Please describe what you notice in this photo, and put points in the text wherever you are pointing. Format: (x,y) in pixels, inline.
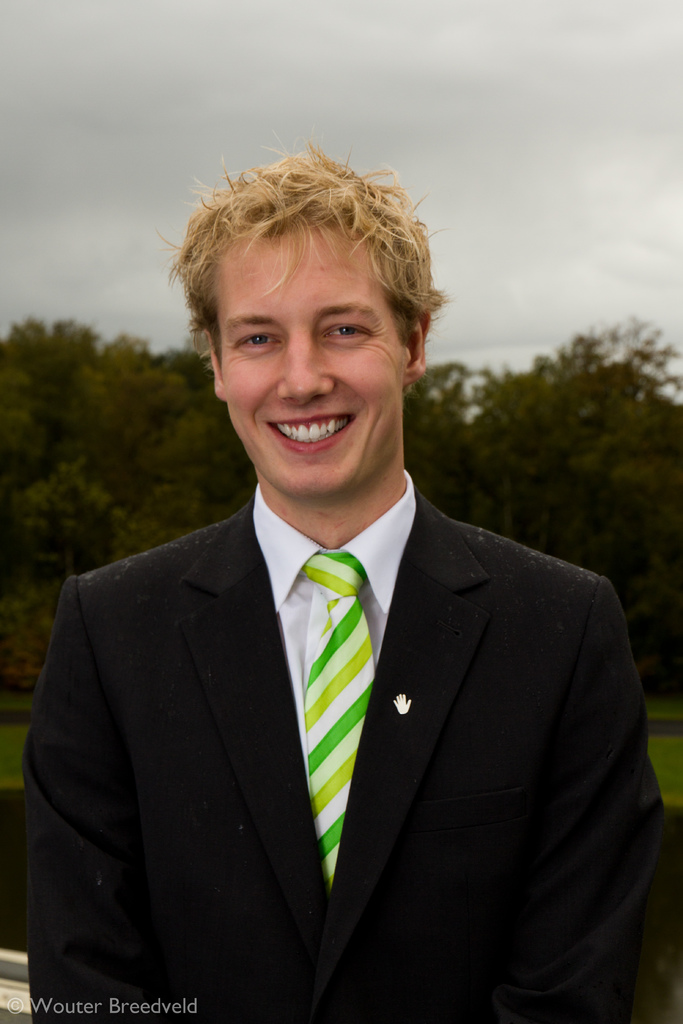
In this image we can see a person (454,655) wearing a coat (500,670) and tie (327,676). At the bottom (152,1004) we can see some text (90,1013). In the background (423,431), we can see a group of trees (450,420) and the sky (409,86).
